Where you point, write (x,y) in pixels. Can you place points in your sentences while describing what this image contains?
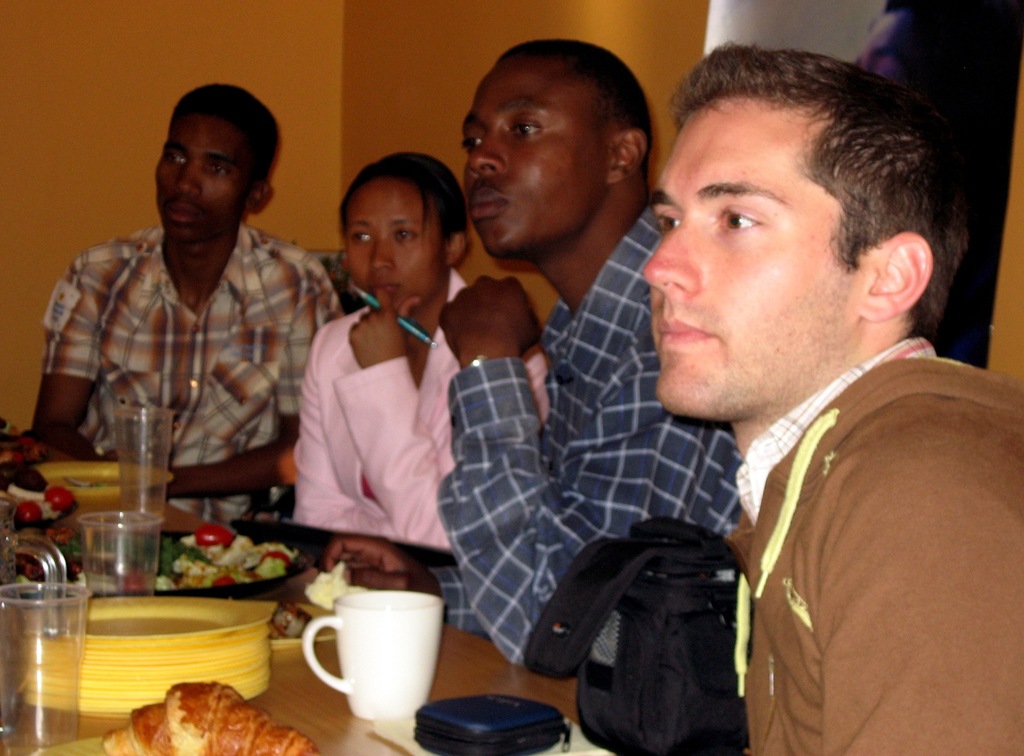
In this image we can see three men (688,452) and a woman (379,345) holding the pen (375,304) and sitting in front of the dining table (334,733). On the table (82,598) we can see the food items (67,555), cup (429,621), glasses (34,676), bag (631,587), a small pouch (532,718) and also the yellow color plates (156,608). In the background (1005,267) we can see the plain wall (402,43) and also some person (966,59).
